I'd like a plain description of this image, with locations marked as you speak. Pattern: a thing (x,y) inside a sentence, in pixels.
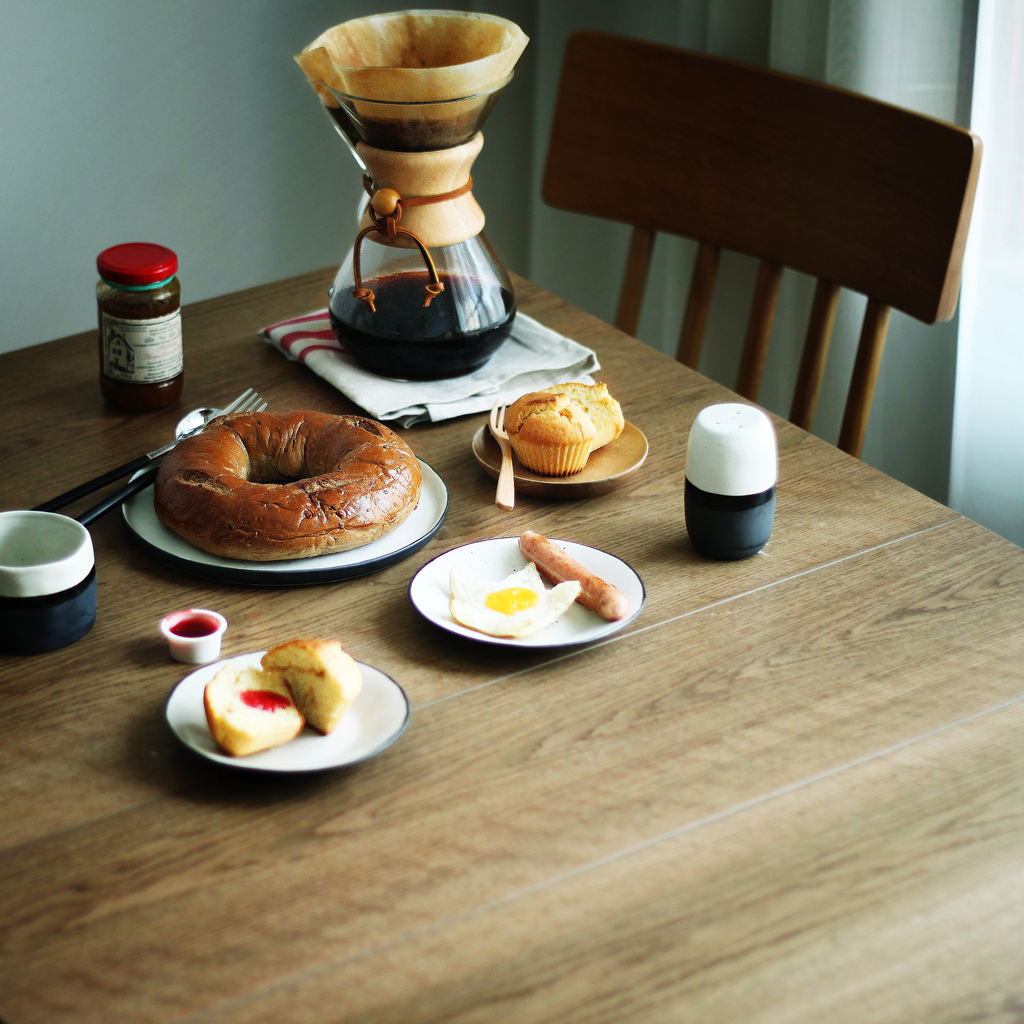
In this picture there is a bottle (741,496), spoon (180,424), fork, doughnut (260,466), cake (523,440) and food (285,696) on the plate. There is a jam bottle (130,342), there is vessel (423,377) on the cloth (437,391). There is a chair (754,183).
